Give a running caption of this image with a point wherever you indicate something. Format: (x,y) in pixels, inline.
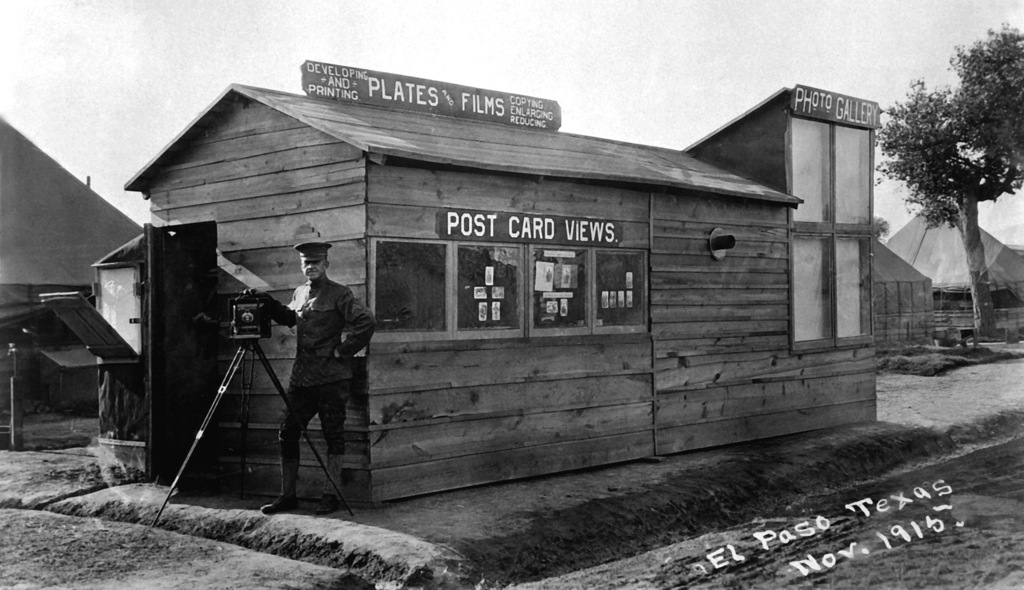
This is a black and white image and it is an outside view. In the middle of the image (475,199) there is a shed (541,199). Beside the shed (384,297) there is a man (312,331) standing and giving pose for the picture. Along with the man (301,380) there is a metal stand (242,347) which is placed on the ground (222,557). On the right side (967,197) there is a tree (988,301) and I can see few houses (894,249). At the top (687,55) I can see the sky (612,45).
